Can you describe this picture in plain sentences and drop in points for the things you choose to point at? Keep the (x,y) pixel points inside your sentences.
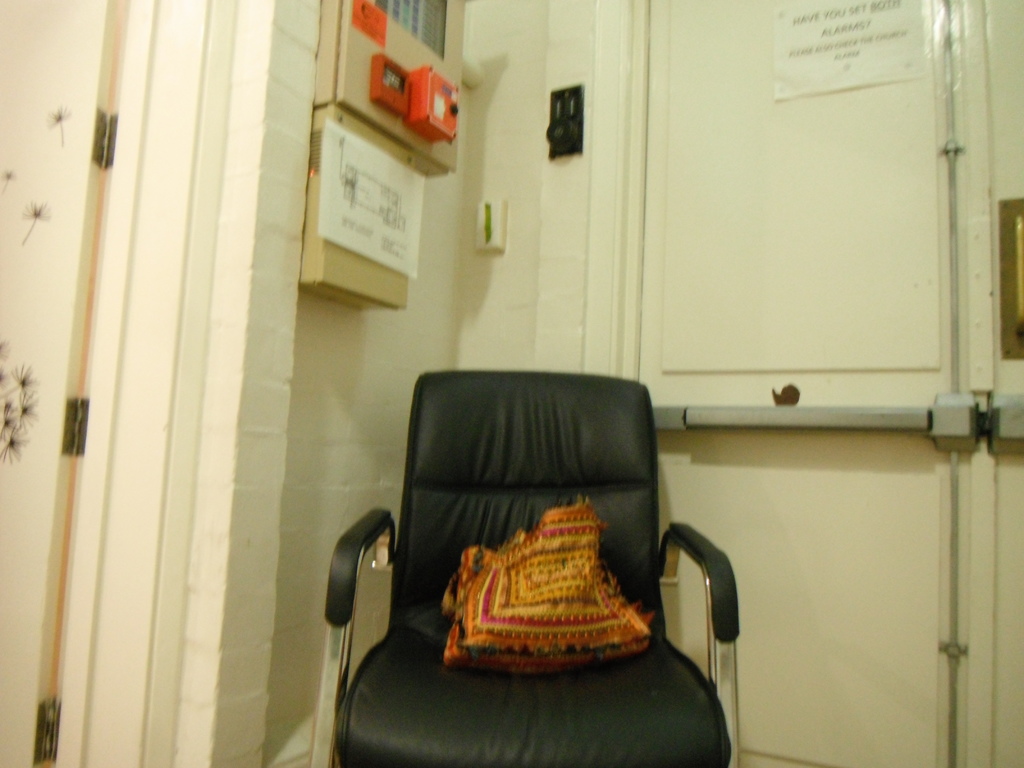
In this image I can see a black color chair (415,627) and multi-color object (556,601) on the chair (536,502). Back I can see doors (846,299), few boards (369,177) attached to the cream wall (300,378).
